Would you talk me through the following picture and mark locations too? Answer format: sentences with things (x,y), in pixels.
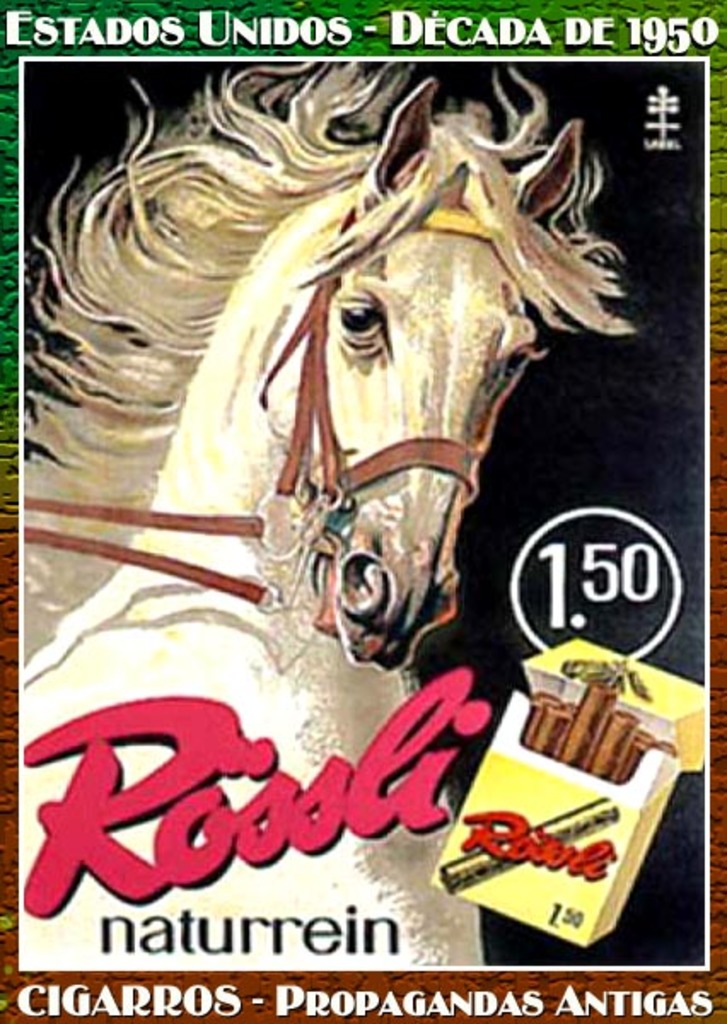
This is a poster (378,309) and here we can see a horse (401,544) and a cigarette box (570,780) and there is a text (323,926) written.
